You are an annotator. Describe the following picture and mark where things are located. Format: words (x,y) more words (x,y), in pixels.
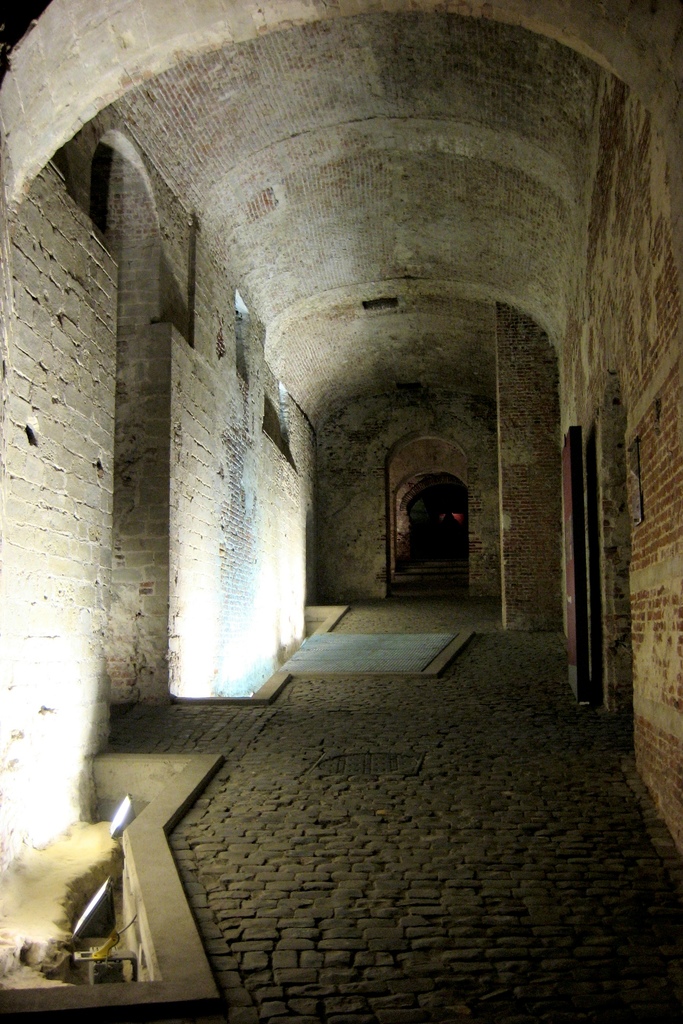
In this image there is an arch (496,297).
